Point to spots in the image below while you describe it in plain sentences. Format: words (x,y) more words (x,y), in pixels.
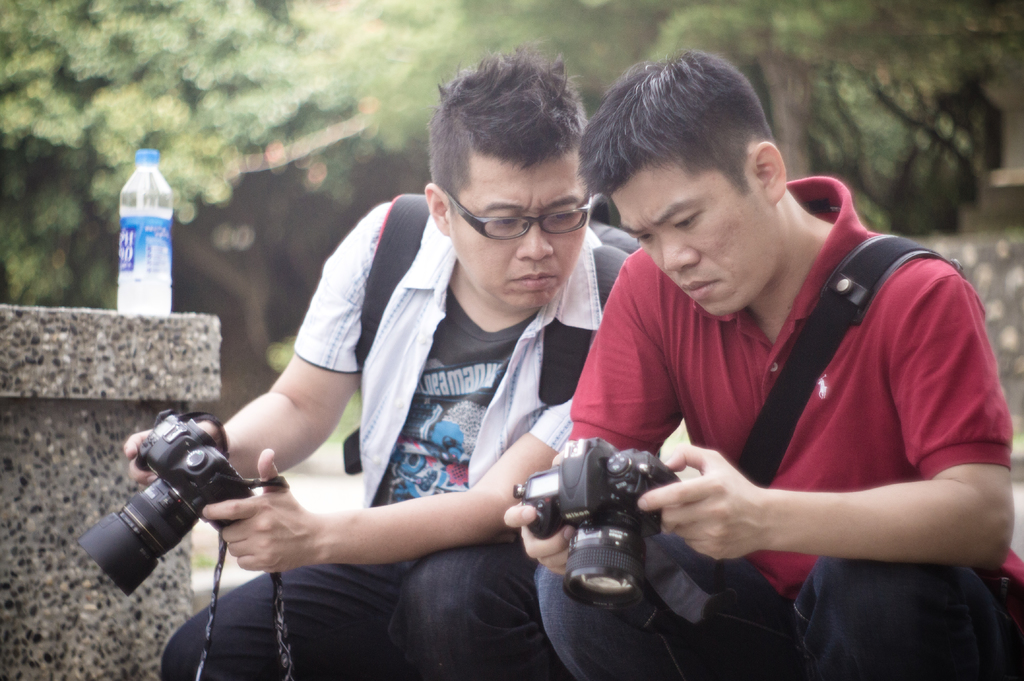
On the background (789,43) we can see trees (15,58). here we can see two men (828,491) sitting and holding cameras (99,530) in their hands (300,530). Both men (653,290) are staring to this camera (615,502). This man (582,262) wore spectacles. We can see bottle (123,271) here.
